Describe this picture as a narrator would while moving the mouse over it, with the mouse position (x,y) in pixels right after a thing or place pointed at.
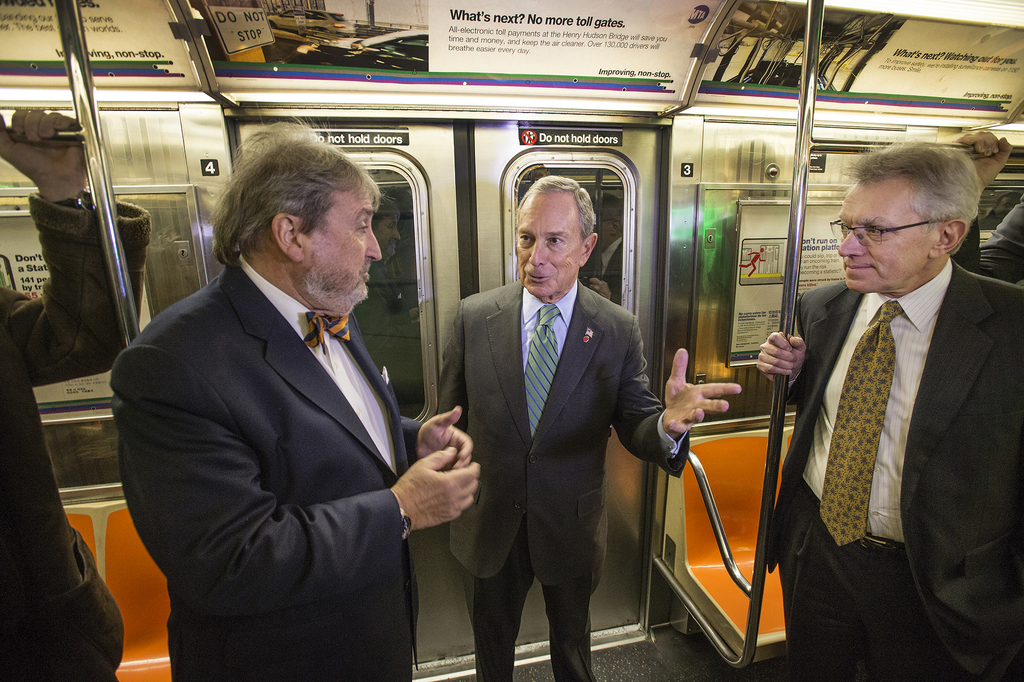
Here I can see three men (321,527) are wearing suits (239,401), standing and talking to each other. The man (859,293) who is standing on the right side (836,426) is looking at another man (301,339). It seems like inside view of a train (196,118). At the back (406,395) these people (481,357) there is a door (389,210) and also there are two benches (731,486). On the top (573,44) I can see a paper (559,23) is attached.
